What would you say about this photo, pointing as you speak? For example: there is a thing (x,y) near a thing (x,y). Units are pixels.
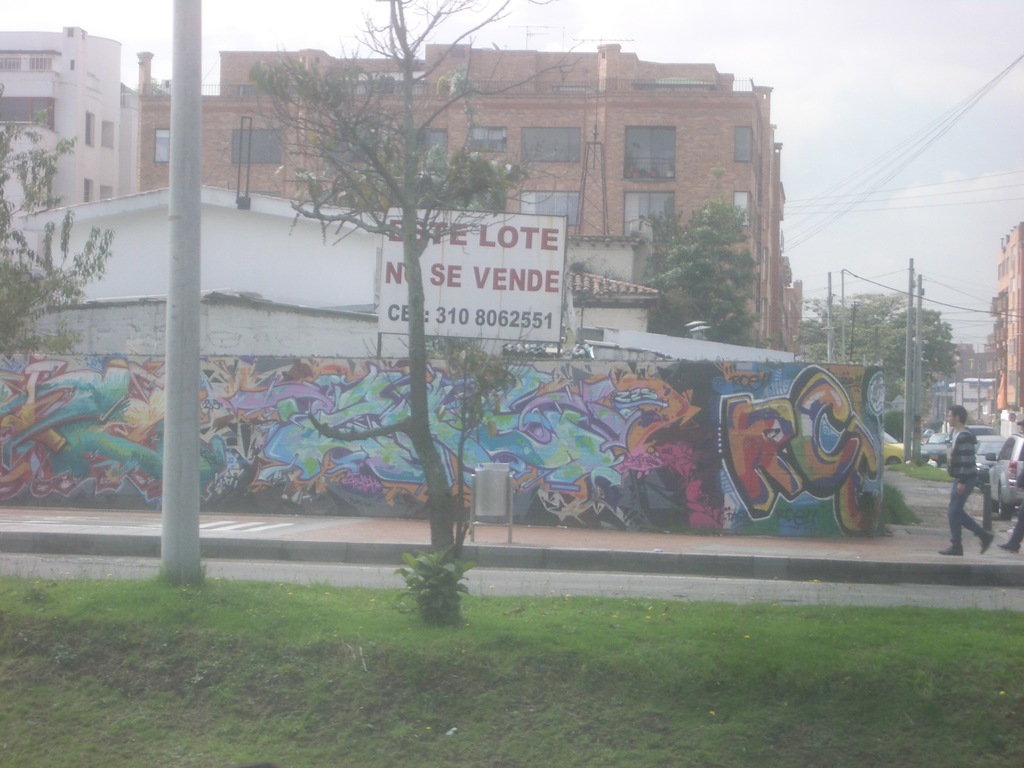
In this image I can see a colorful wall (678,432) and I can see a poles (187,373), trees (663,306), buildings (716,166), glass window (667,136), wires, dustbin (496,481) and a board (494,268). I can see few vehicles (1000,477) and few people (970,519) on the road (1008,525). The sky (900,134) is in blue and white color.
